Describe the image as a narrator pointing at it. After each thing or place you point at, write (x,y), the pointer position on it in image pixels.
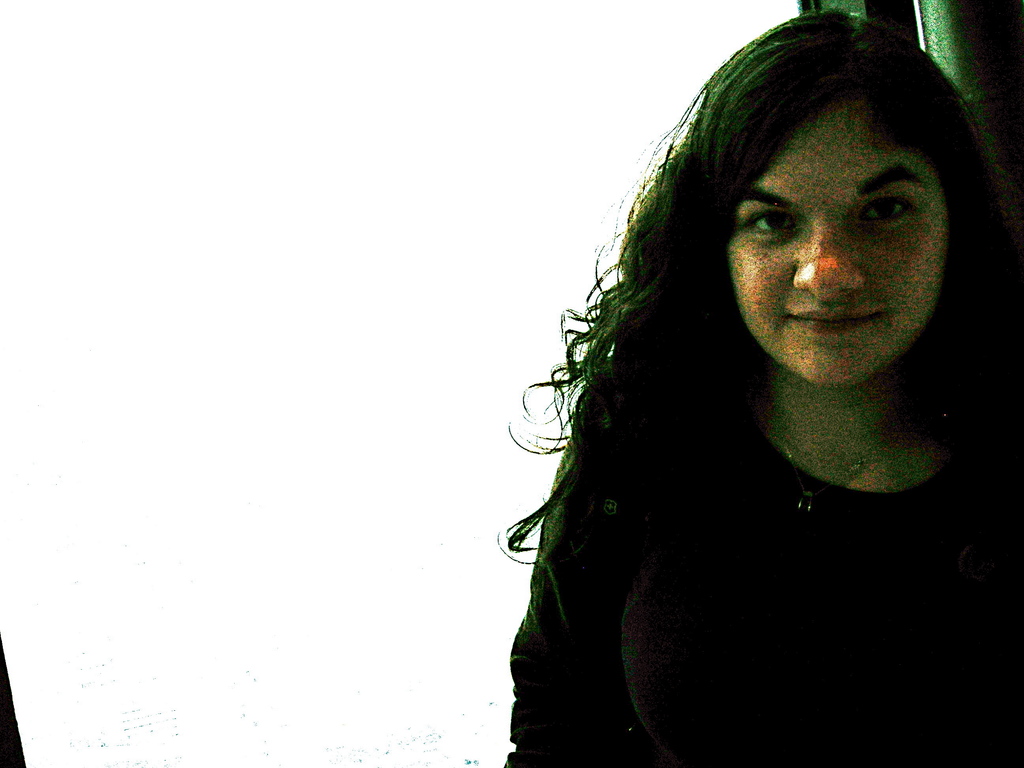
In this image we can see a woman (837,389).
